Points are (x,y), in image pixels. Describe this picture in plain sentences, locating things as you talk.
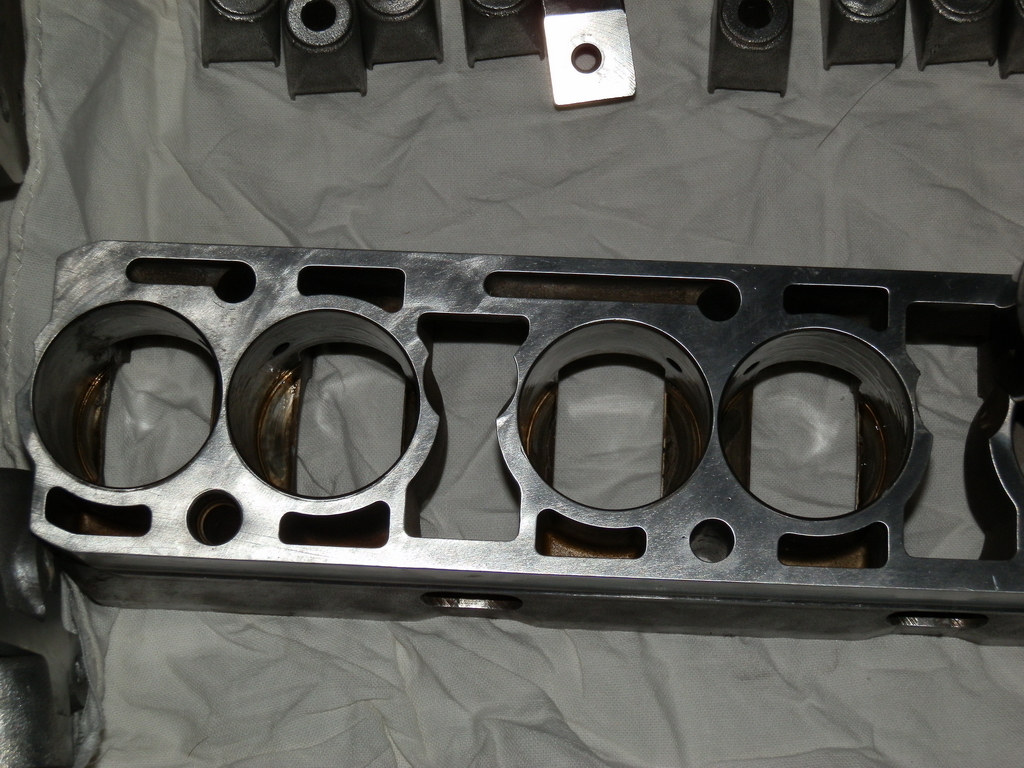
In the image we can see a metal object (376,573) and there are circular holes (638,416) in it. We can see a white cloth (387,696).
